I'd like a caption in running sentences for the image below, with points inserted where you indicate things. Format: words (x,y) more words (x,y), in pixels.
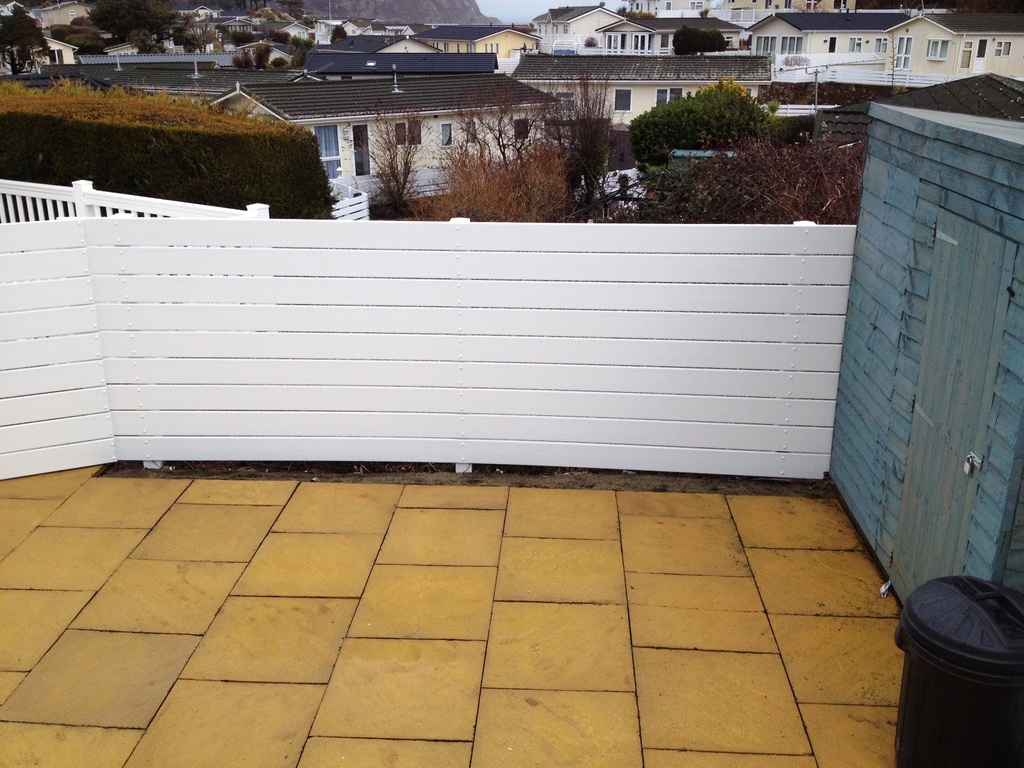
In this picture we can see a bin (952,668) on the floor (585,597), shed (964,152) with a door (962,440) locked, fences (157,348), buildings (156,77) with windows (935,51), trees (382,134) and in the background (517,5) we can see the sky (527,7).
